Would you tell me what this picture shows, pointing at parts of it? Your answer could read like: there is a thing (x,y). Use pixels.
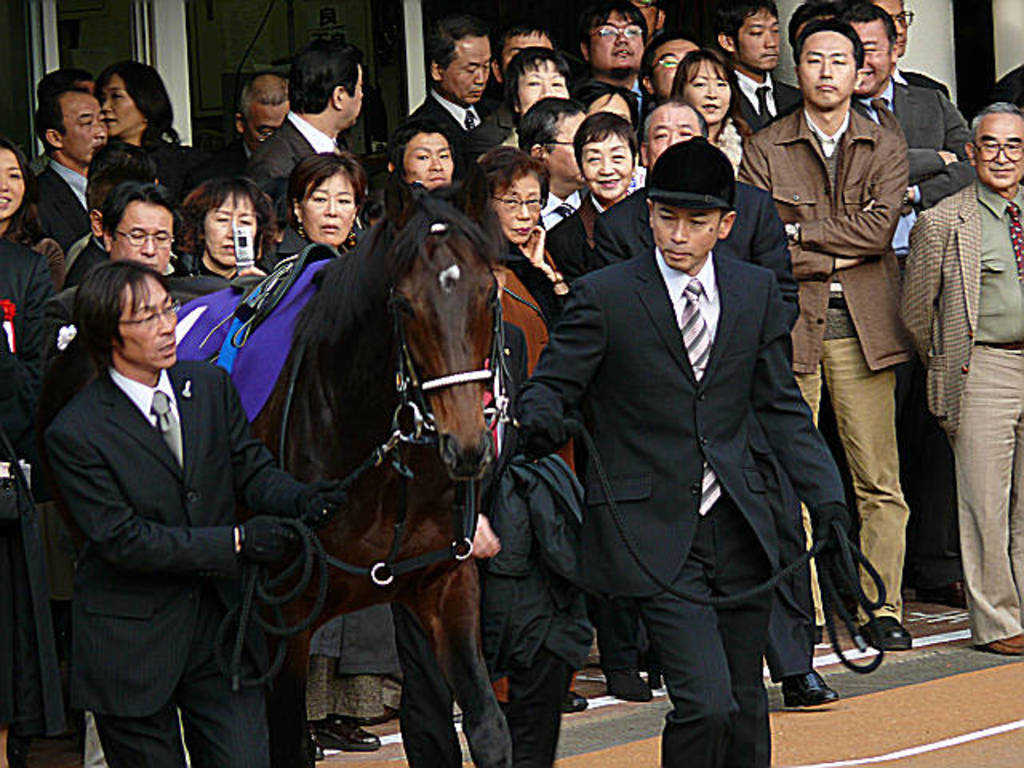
In the picture we can find some people (46,185) are standing and two people (639,379) are holding horse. The horse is brown in color with belts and top of it there is a blue color curtain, persons (719,381) are wearing a black blazers (661,395), ties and shirts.
